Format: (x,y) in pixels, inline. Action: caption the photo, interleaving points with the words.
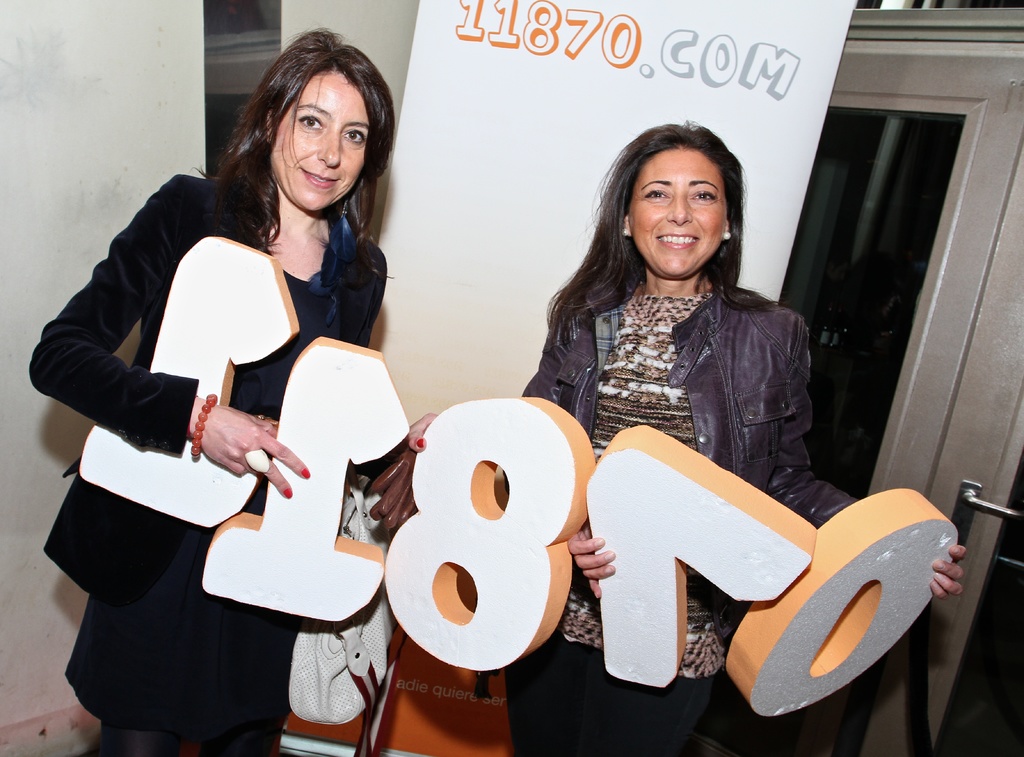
In this image I can see a woman (293,210) wearing black colored dress (191,231) and another woman (653,421) wearing brown colored dress (648,409) are standing and holding few white and brown colored objects (446,515) in their hands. In the background (961,413) I can see the door (977,349), a white colored banner (586,209) and the white colored wall (93,92).
